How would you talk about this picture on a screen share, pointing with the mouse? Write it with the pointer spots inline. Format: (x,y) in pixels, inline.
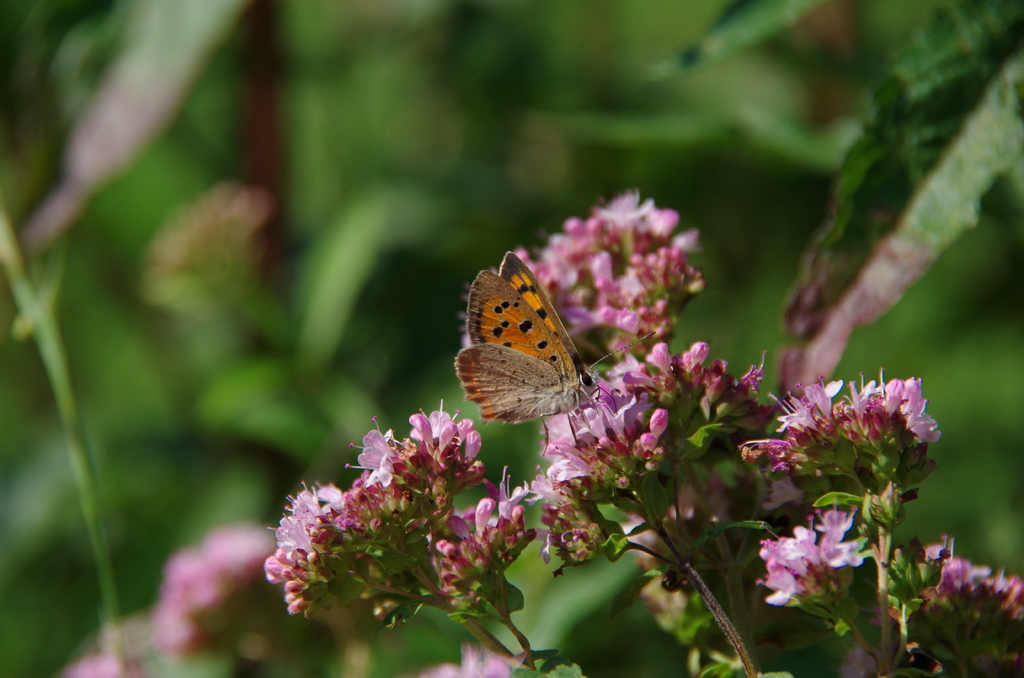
In this image I can see the butterfly (486,348) on the pink color flower (605,489). The butterfly (493,395) is in brown color. In the background (377,128) I can see few more plants (486,102) but it is blurry.
